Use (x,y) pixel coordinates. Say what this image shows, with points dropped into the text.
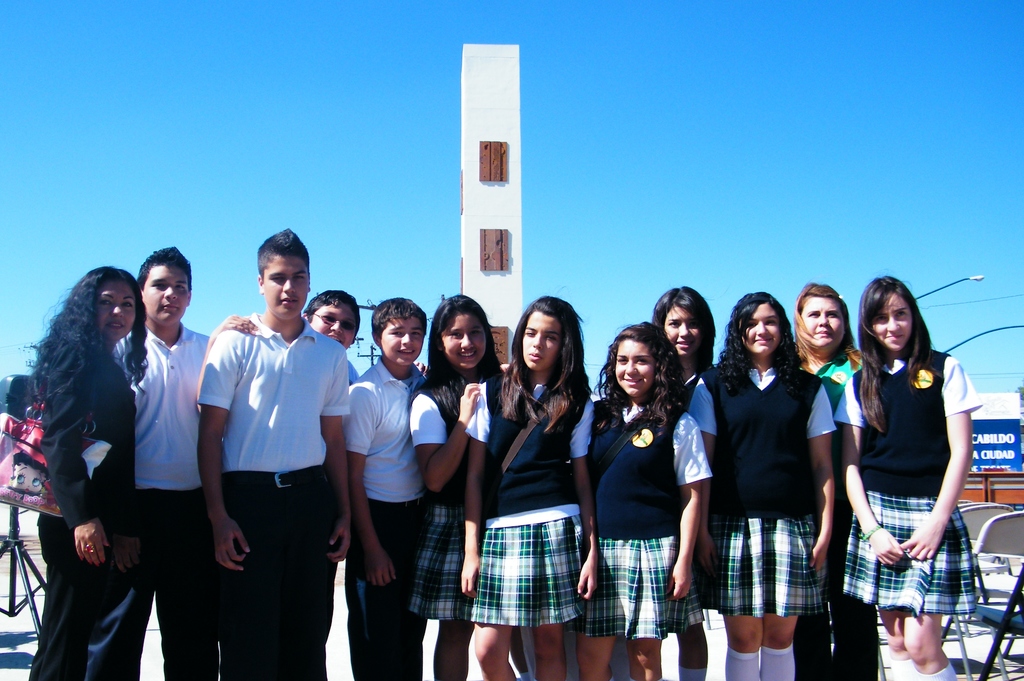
In this image we can see group of persons (365,562) standing. In the background (1004,319) there are street lights (1014,327), pillar (497,190), stand (15,550) and sky (565,123).
